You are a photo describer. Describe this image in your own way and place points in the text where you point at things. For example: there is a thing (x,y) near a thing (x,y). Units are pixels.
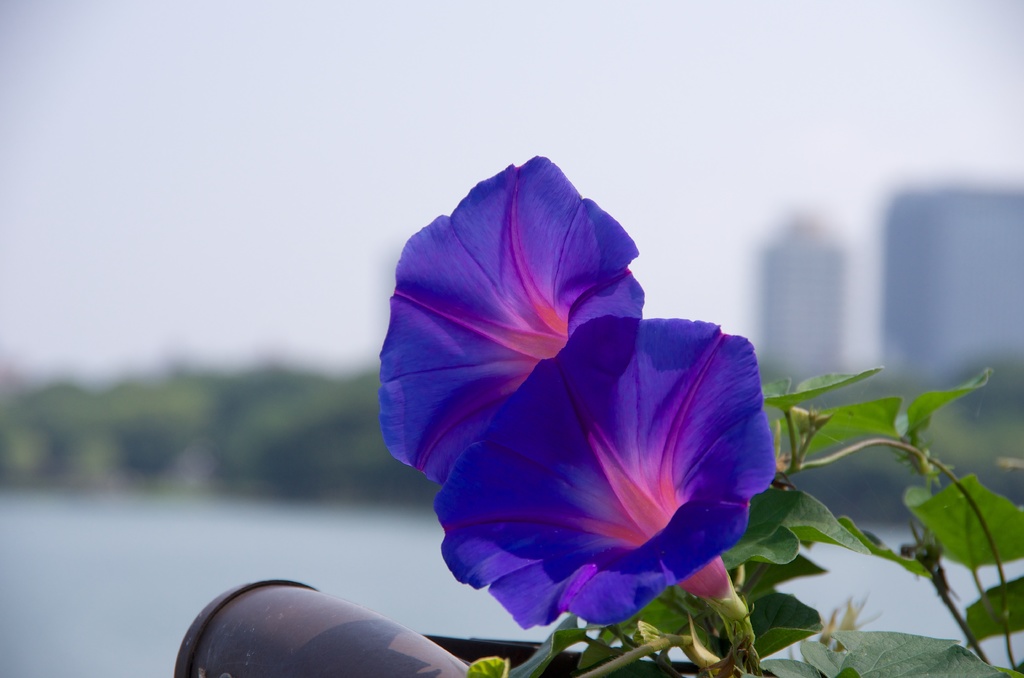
In this image we can see flowers (610,371) to the plant (724,630) and there is an object (323,634) near the flowers (556,421) and a blurry background (302,551).
